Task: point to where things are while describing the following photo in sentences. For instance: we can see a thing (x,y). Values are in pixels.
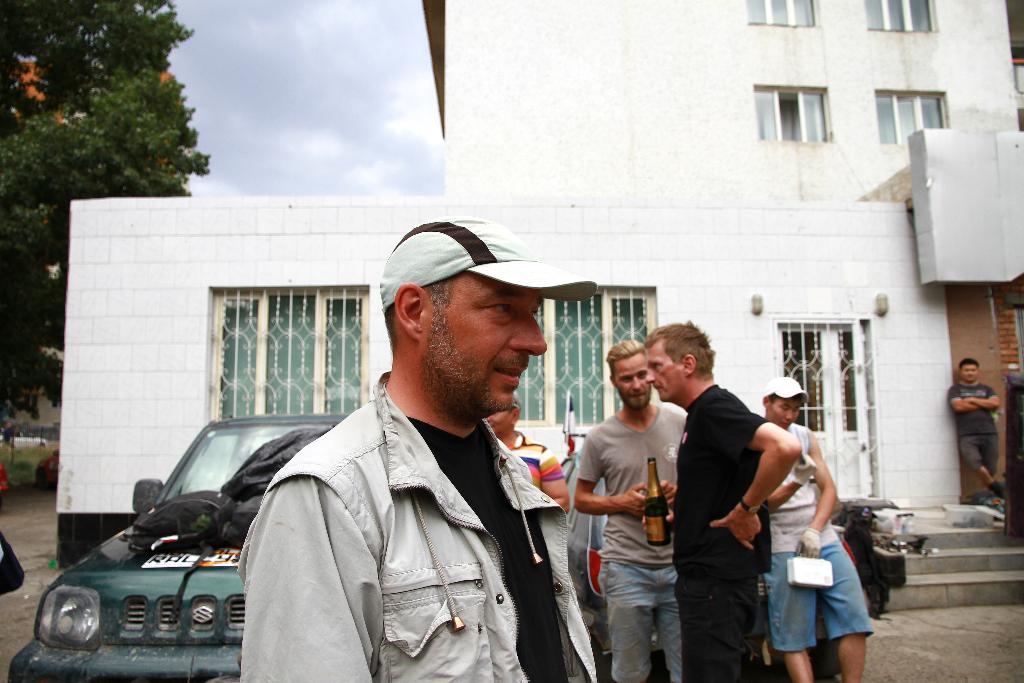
In this picture I can see few men (652,427) in front (542,465) and I can see 2 cars (573,455) behind them. In the middle of this picture (581,441) I can see the buildings (608,146), trees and on the right side of this picture (977,438) I can see the steps (945,529) and another man (988,427). In the background (304,105) I can see the sky (364,82).
